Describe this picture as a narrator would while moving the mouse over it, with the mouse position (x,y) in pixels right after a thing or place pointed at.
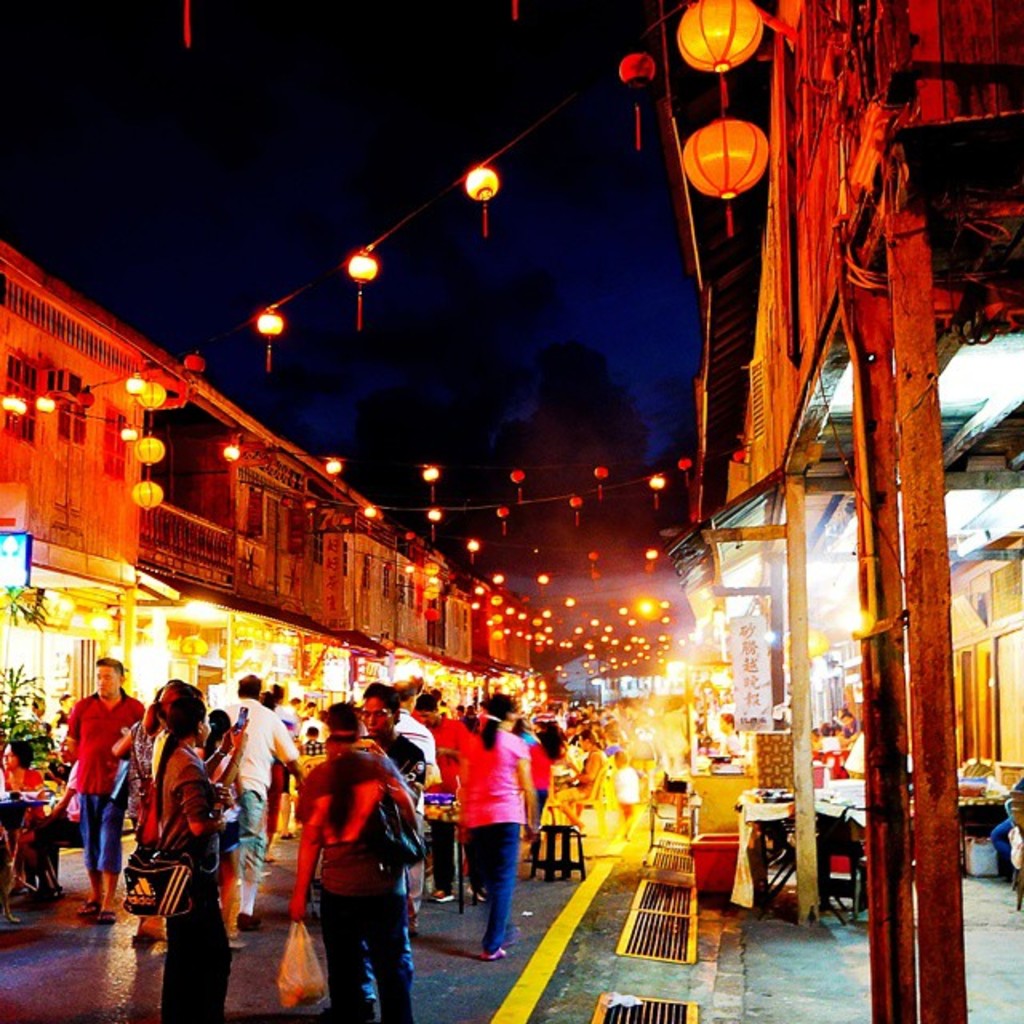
This picture is clicked outside the city. In this picture, we see people (235,844) standing on the road (318,927). Behind them, we see people (574,771) sitting on the chairs (595,794). On the right side (766,350), we see tables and buildings (780,343). On the left side (47,864), we see people (60,799) sitting on the chairs (55,851). In front of them, we see a table (44,801). On either side of the picture, we see buildings (433,632). At the top of the picture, we see round paper lanterns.
